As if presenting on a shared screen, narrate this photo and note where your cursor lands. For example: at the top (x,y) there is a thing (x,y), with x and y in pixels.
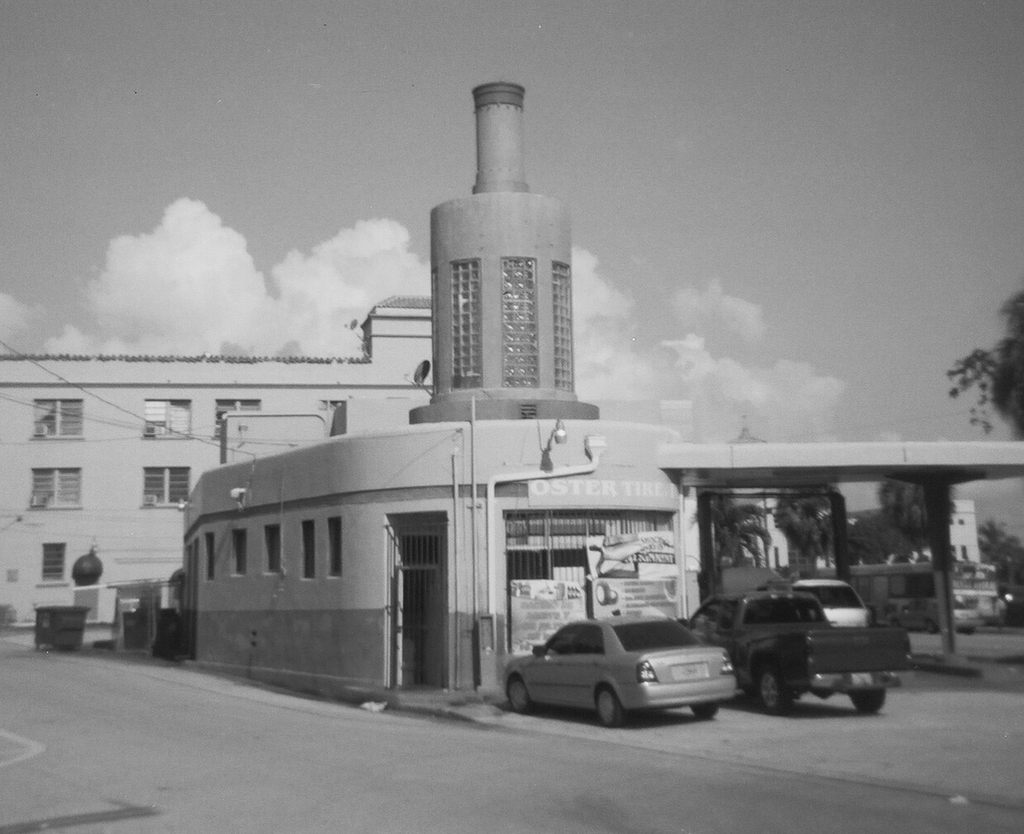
This is the picture of a place where we have some buildings (100,497) to which there are some windows (63,419) and around there are some cars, boards (629,587) to the building (425,472) and a tree (1001,369) to the side.
